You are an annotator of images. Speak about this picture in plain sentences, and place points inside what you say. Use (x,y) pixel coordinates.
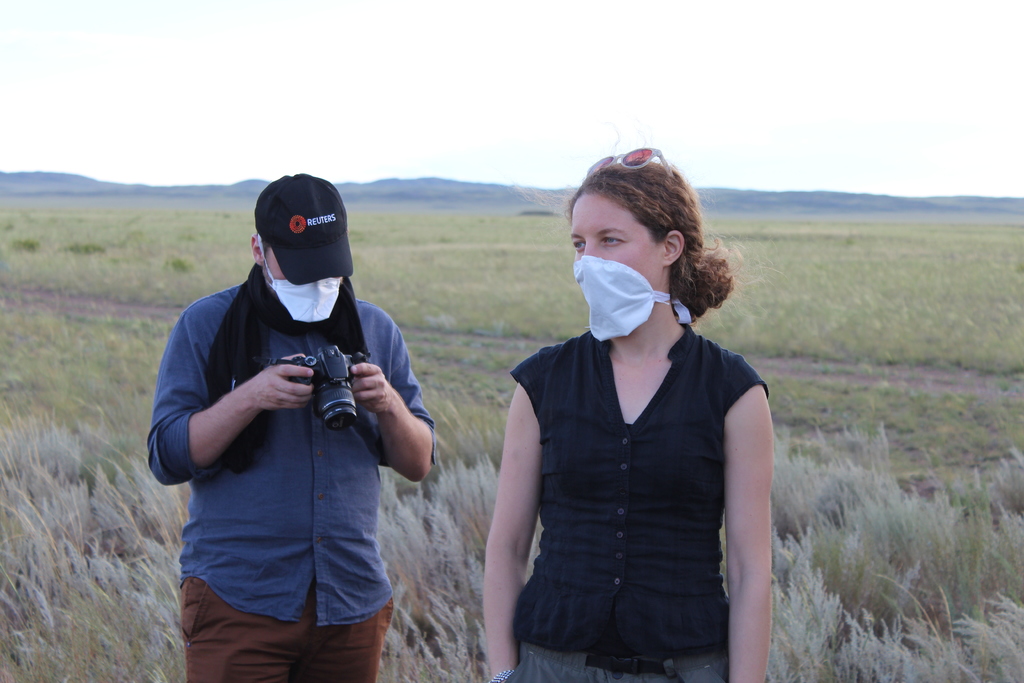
In this image there are two persons (292,655) standing, a person (340,448) holding a camera (331,427), and in the background (26,277) there is grass (991,250), hills (37,194), sky (415,110).
